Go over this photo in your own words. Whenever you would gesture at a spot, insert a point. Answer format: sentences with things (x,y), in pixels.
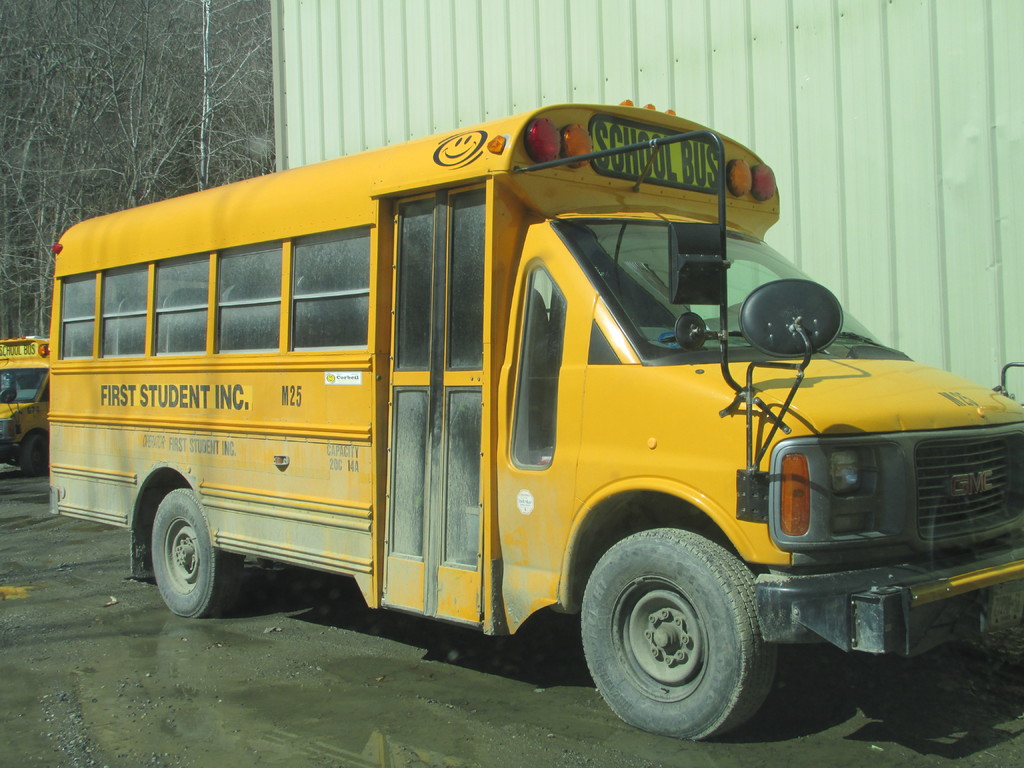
In this image there are vehicles (169,457) which are yellow in colour in the front (463,511). In the background (78,165) there are dry trees (206,128).
